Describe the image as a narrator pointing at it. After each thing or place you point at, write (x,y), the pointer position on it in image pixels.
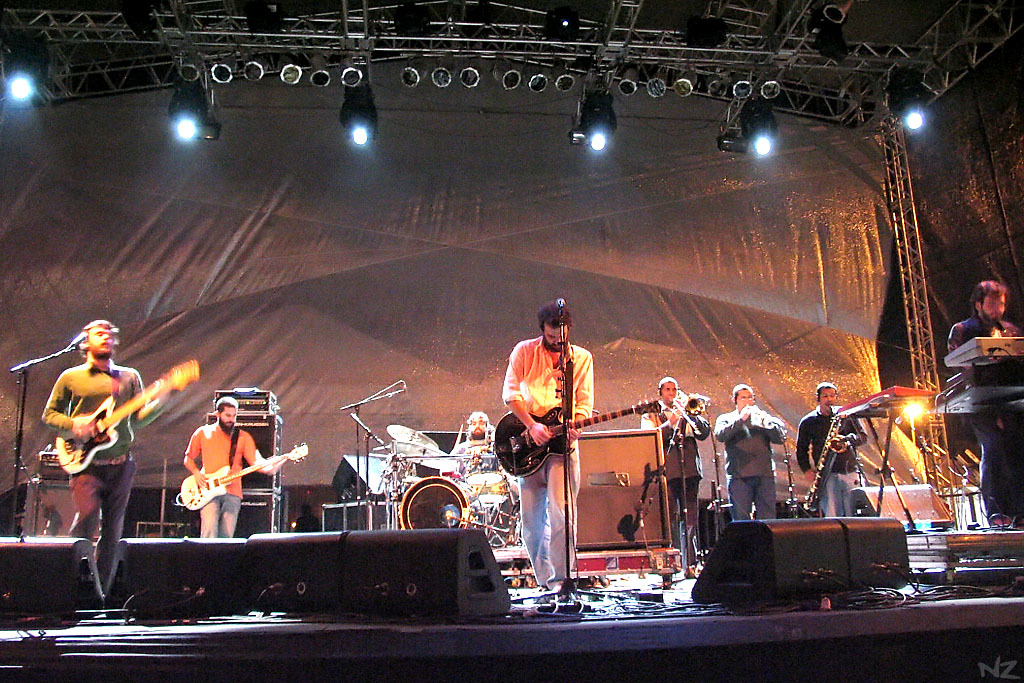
some people (223,442) are standing and playing guitar (523,440) and few people (780,433) are playing musical instruments (455,483) which are been placed at center of the stage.
